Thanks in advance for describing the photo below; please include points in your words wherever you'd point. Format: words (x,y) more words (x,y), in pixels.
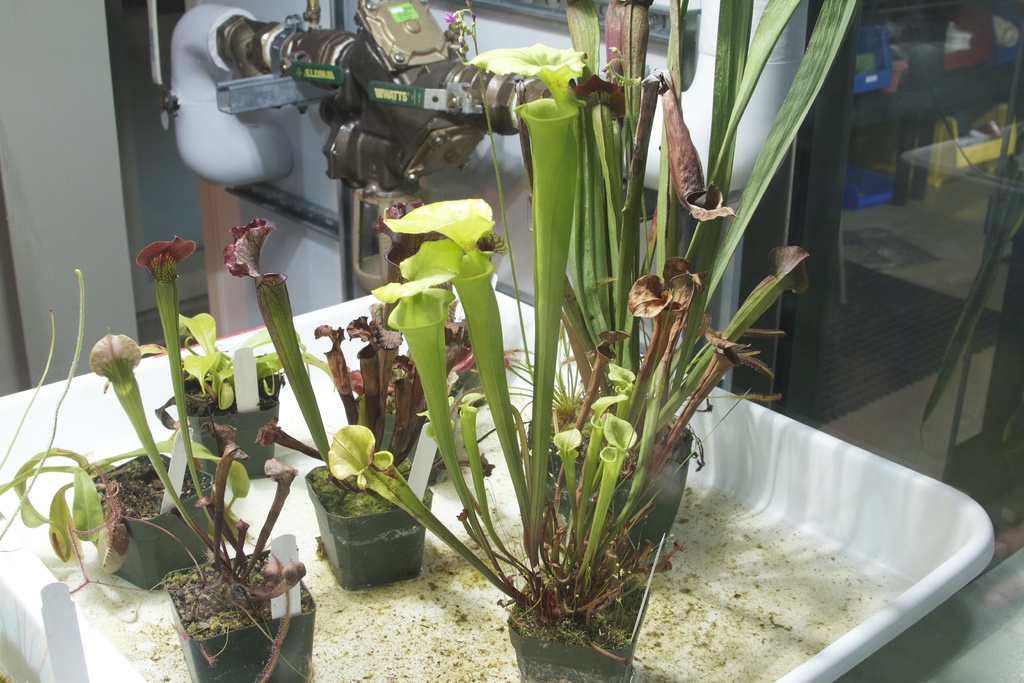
In this image I can see few plants (352,437) in the tray (853,491) and the plants (451,409) are in green color and the tray (850,525) is in white color. Background (869,360) I can see a glass wall (895,278) and I can see a machine (375,29) in gray color.
